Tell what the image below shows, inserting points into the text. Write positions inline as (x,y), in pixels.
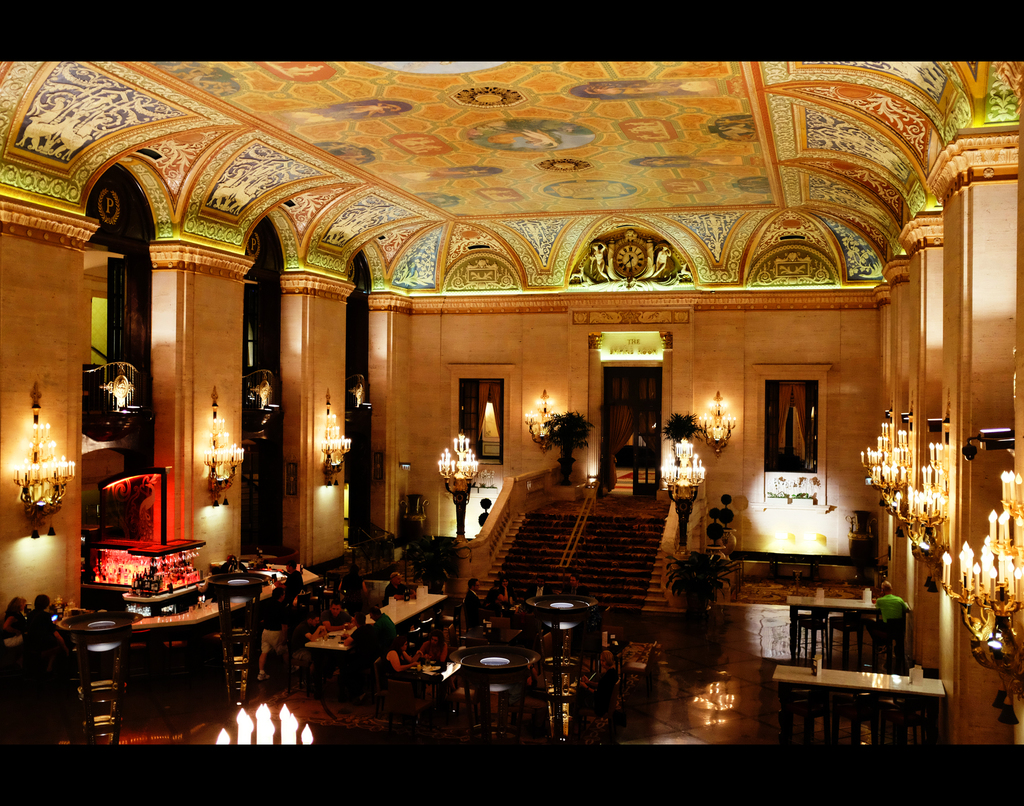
It looks like a palace (414,422) there are many lights (45,457) fit to the wall (400,406) of the palace (500,472) and in the front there is a door (642,405) and there are stairs (637,509) in front of the door (648,484), there is a dining table (433,684) and many people (339,613) are sitting around the table (415,672) and on the left side (156,487) there is a red color design box (177,560), there are many designs (329,243) the pillars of the palace (635,199) and above the door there is a clock (629,266).
